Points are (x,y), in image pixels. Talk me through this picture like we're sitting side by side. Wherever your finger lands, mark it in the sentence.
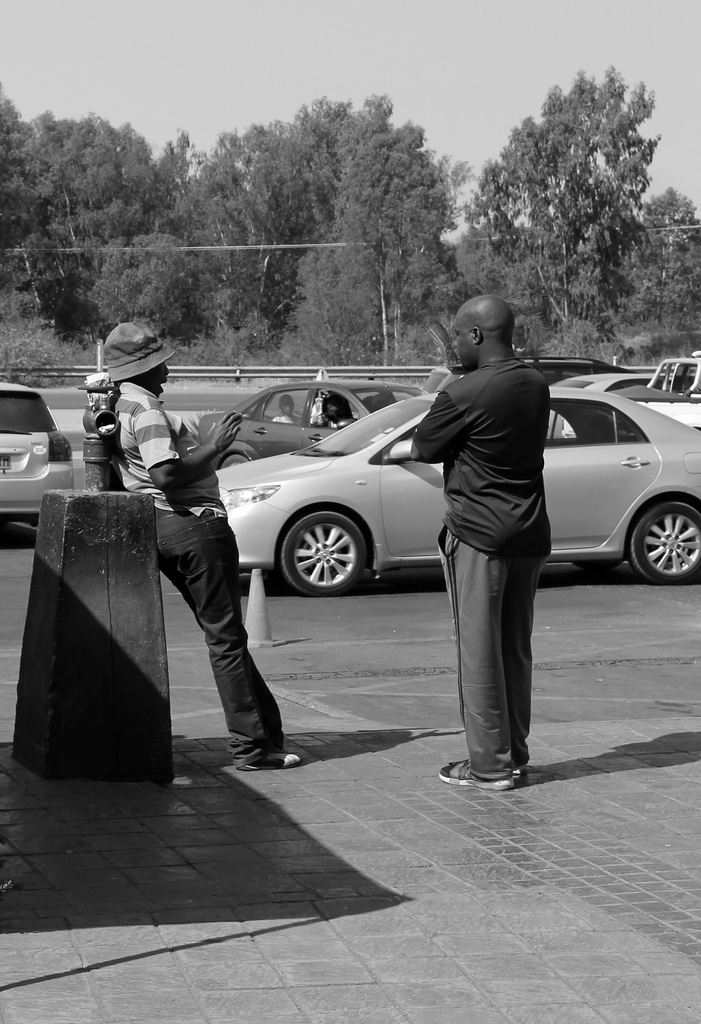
In this image, few peoples (469,522) are stand at the pillar (92,632). And back side, we can see so many vehicles (12,478), few are there inside the vehicle (301,414). There are so many trees (320,292) and sky (462,136) we can see. In the middle (248,617), we can see a traffic cone (257,616).
